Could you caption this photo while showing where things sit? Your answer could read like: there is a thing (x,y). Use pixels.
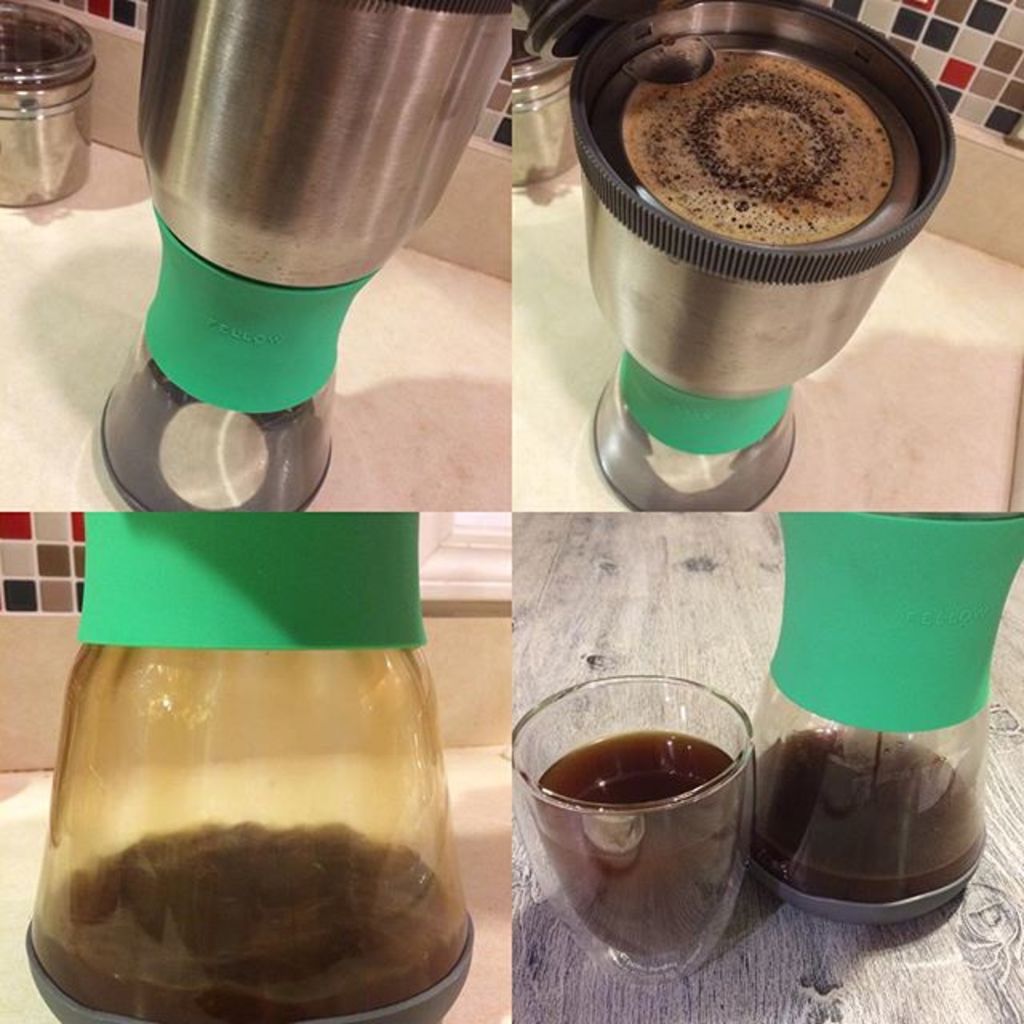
This is an edited image, in this image there are some mixer jars (740,498), and in the background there is a wall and also there is one glass (671,852). In that glass (640,852) there is some drink (660,765).
